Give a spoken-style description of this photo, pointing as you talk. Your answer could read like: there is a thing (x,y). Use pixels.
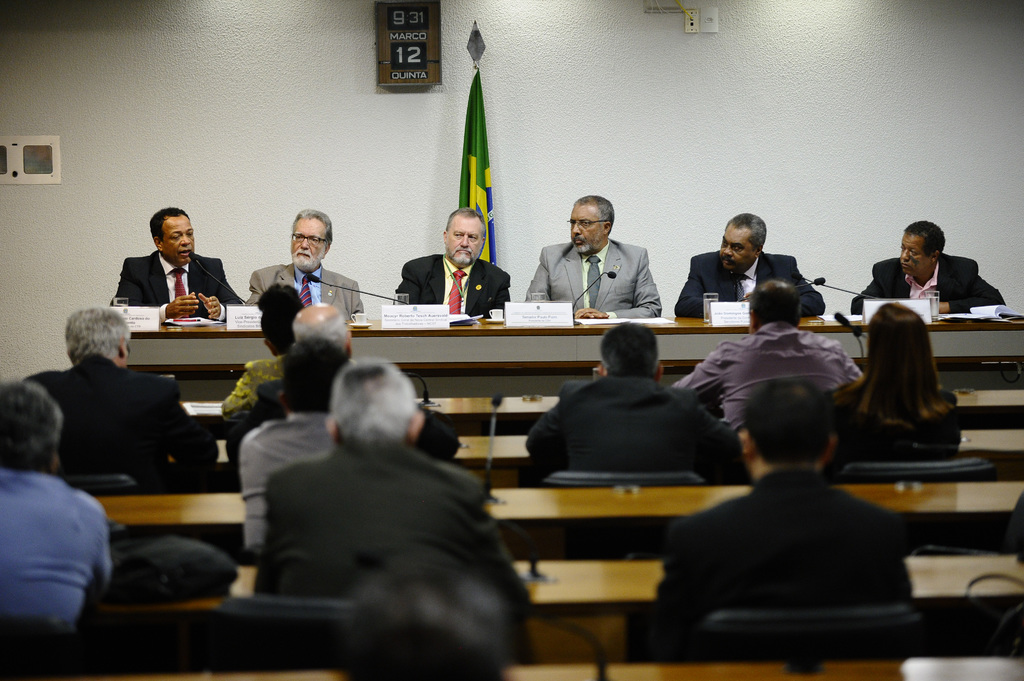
In the picture we can see six people (482,266) are sitting near the desk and they are in blazers (480,282), ties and shirts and on the desk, we can see the microphones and name boards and in front of them, we can see some people (926,387) are sitting near the desks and in the background (964,216) we can see the wall (964,216) and near it we can see the flag (481,147).
